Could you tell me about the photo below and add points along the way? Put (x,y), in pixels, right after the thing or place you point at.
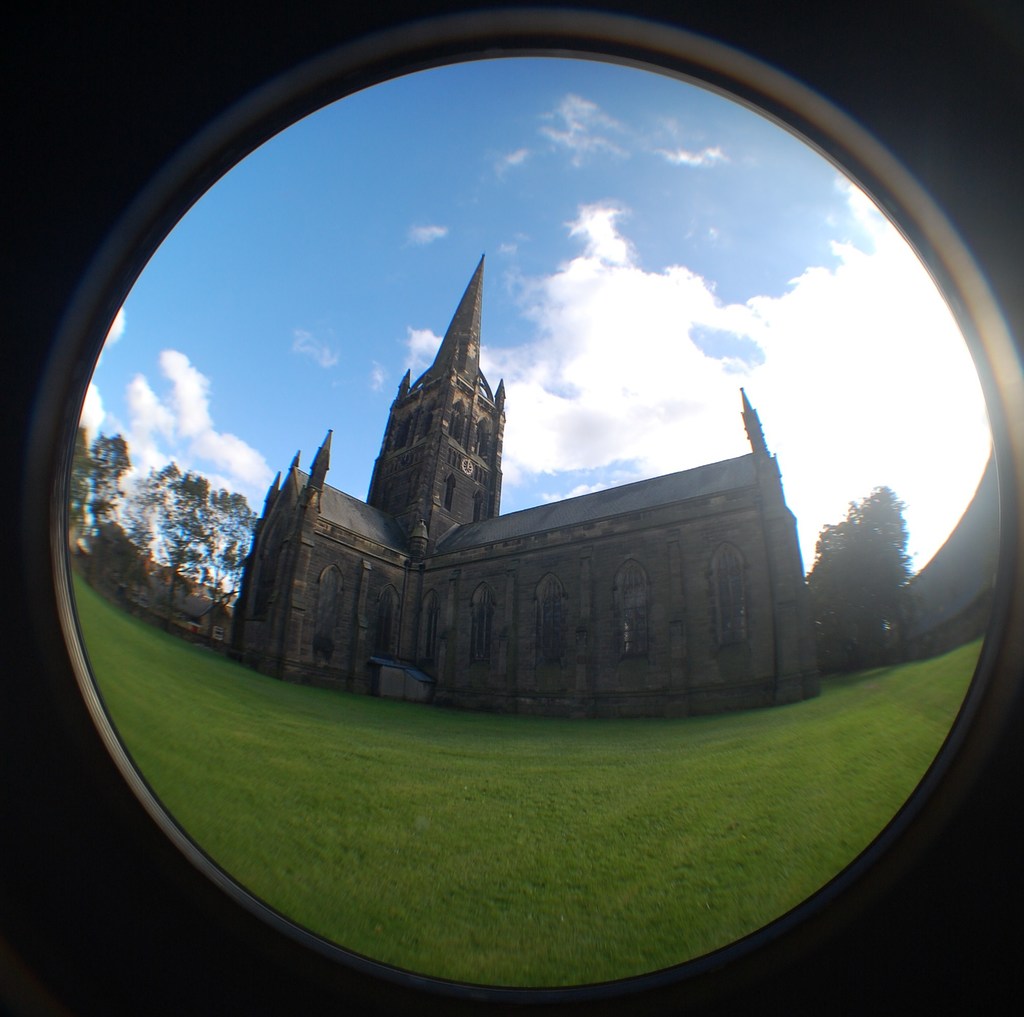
In this image I can see a building (666,570), few trees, ground (464,831) and clear view of sky (530,258).
